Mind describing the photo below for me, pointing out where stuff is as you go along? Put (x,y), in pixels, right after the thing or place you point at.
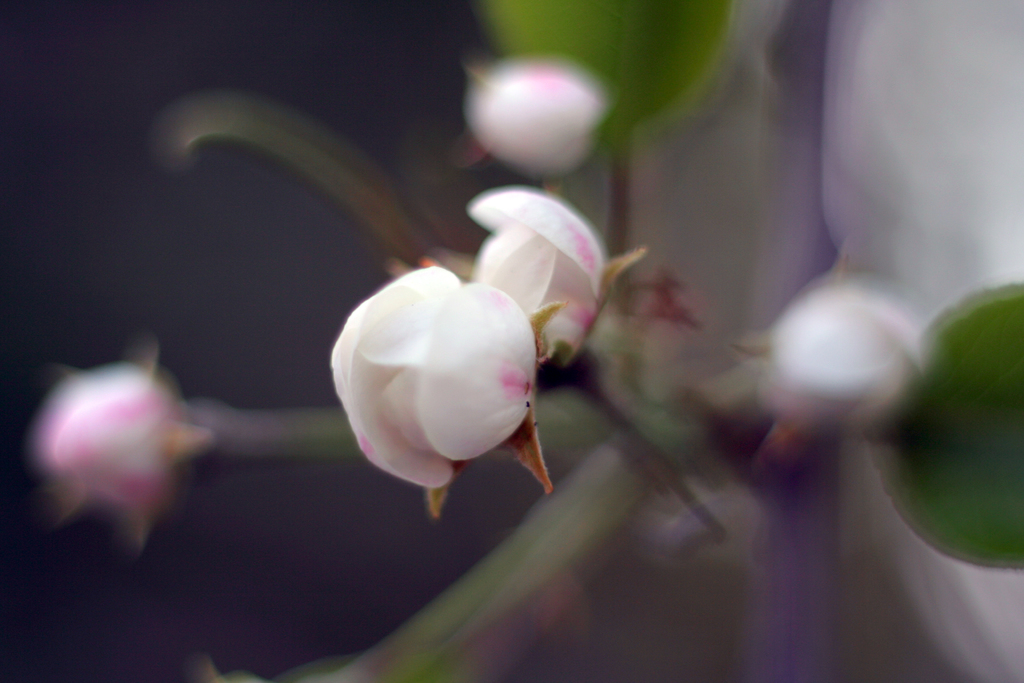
In this image I can see flowers (450,349) and a plant (550,384). The background (258,539) is dark in color. This image is taken may be during night.
